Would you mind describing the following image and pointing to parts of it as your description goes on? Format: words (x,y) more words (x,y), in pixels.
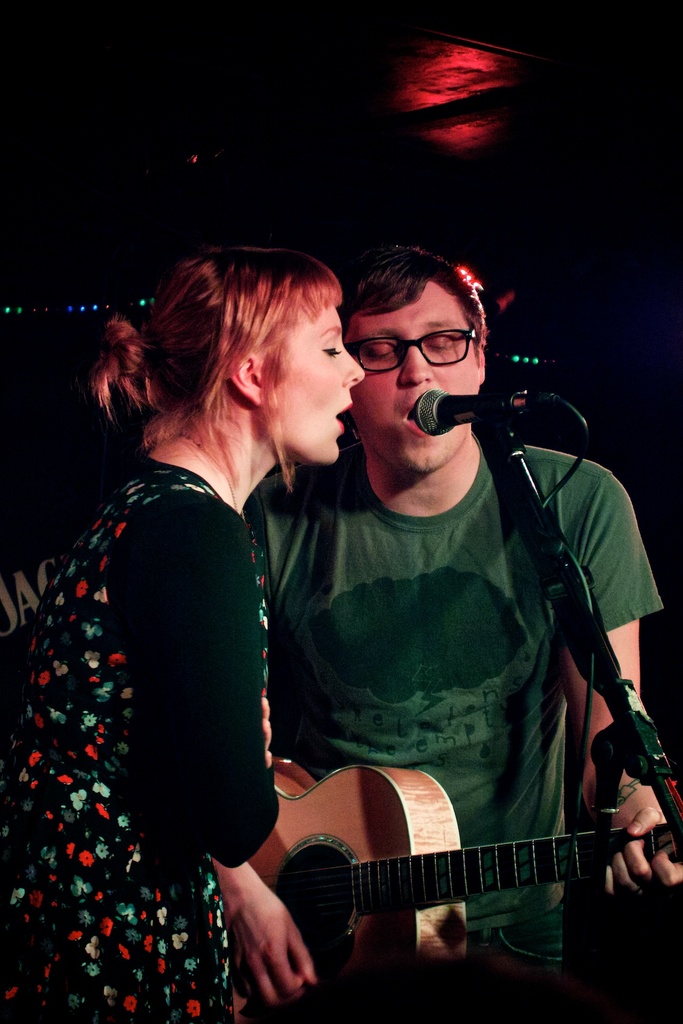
A man (460,594) along with a woman (290,350) is singing song with a mic (419,402) in front of them holding a guitar (440,837).
